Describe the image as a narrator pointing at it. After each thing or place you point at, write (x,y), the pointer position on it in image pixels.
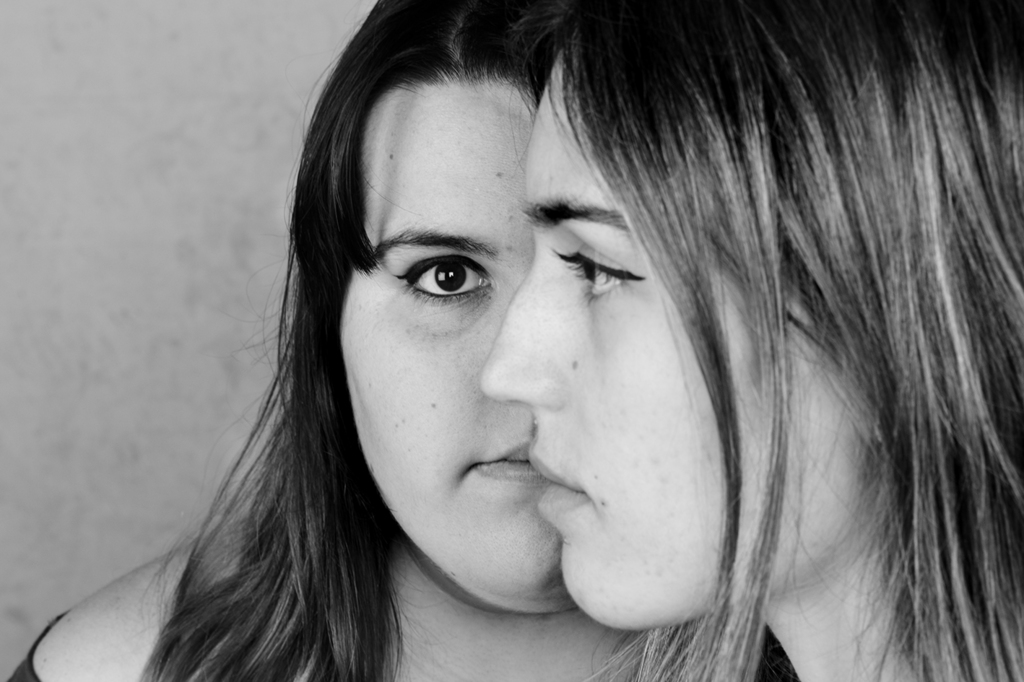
In this picture there are two girls (560,296) in the center of the image (529,308).
